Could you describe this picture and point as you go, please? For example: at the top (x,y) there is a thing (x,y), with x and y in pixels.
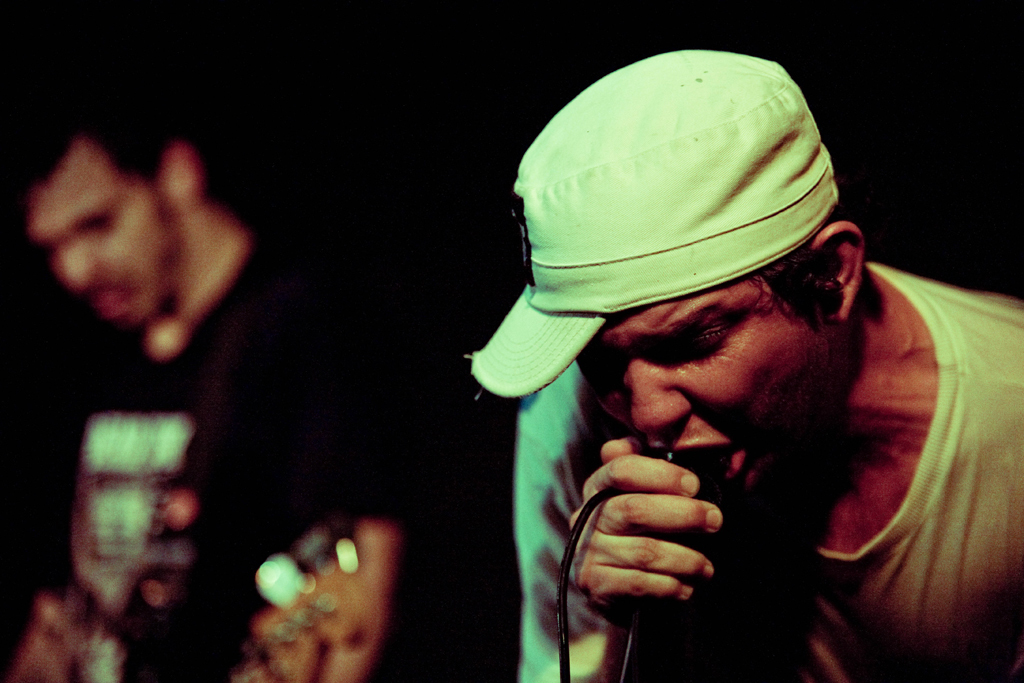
In this image we can see a man (820,399) wearing cap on his head (732,417) is holding a mic (709,468) and singing. In the background (170,395) we can see a man (246,547) holding a guitar (295,602) which is slightly blurred.
